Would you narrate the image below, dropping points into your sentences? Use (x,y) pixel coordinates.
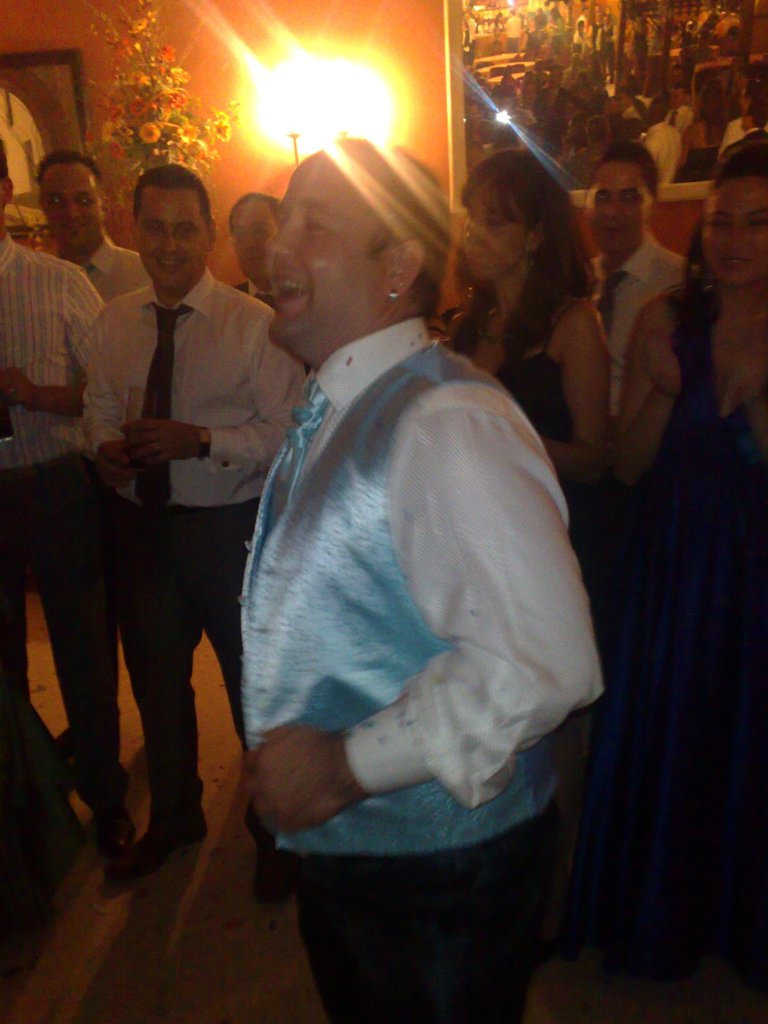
In this picture we can observe some persons (367,377). There are men (401,416) and women (478,286) in this picture. Some of them are smiling. In the background (240,41) we can observe yellow color light (324,116). There is a photo frame (469,77) fixed to the wall (394,57).
